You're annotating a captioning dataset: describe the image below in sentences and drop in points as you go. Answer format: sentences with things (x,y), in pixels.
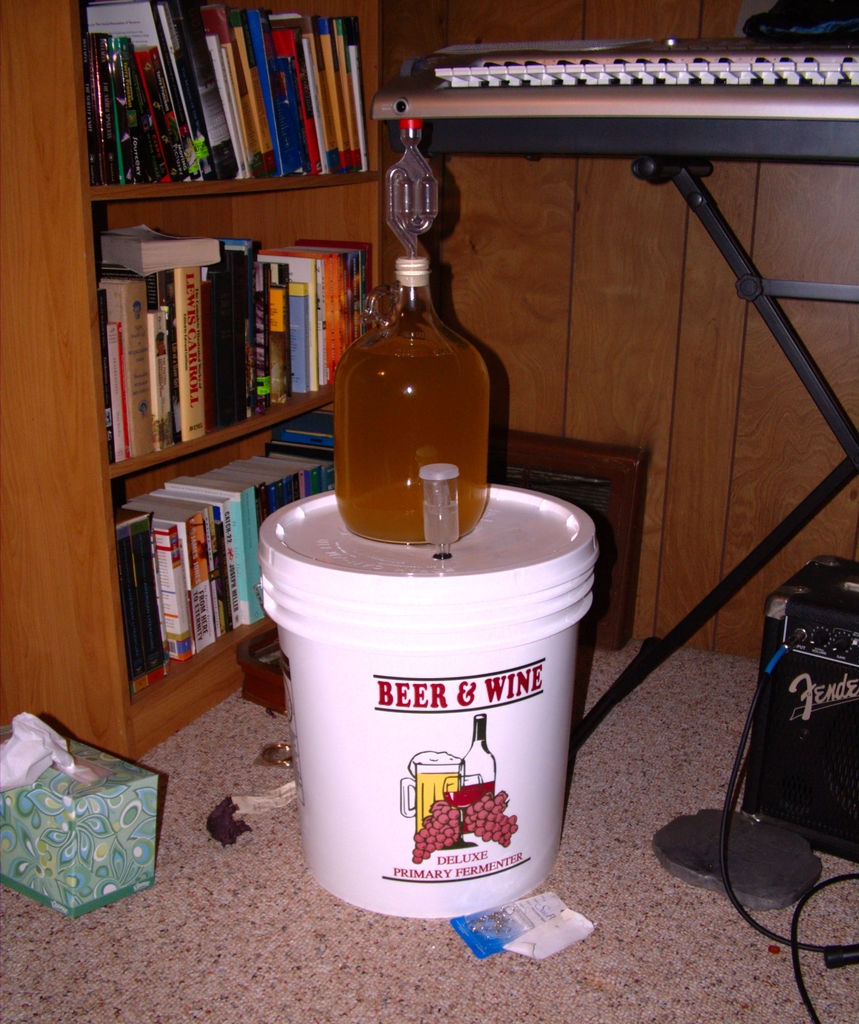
In the image we can see there is a bucket (412,734) and on the top (421,330) there is a glass jar (428,391) and on the bucket (389,733) it's written "Beer and Wine" at the back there is book shelf (371,70) in which there are books (226,353) and there is casio (668,94) on the stand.
